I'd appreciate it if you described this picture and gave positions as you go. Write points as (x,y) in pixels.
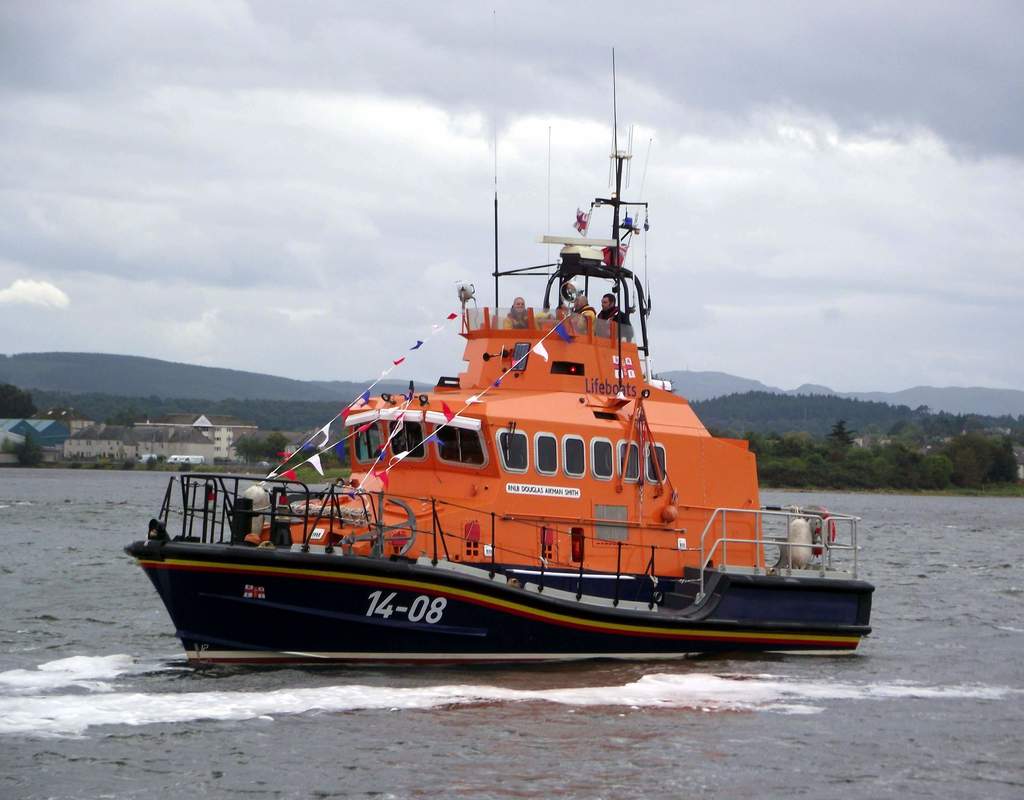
In this image at the bottom (170,661) there is a river (275,671), in that river (113,716) there is one boat (279,524) and in the boat (429,455) there are some persons (515,315) are some flags (467,403), ropes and some objects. And in the background (116,386) there are some buildings (228,426) and mountains (159,384), at the top of the image (574,182) there is sky (231,246).
